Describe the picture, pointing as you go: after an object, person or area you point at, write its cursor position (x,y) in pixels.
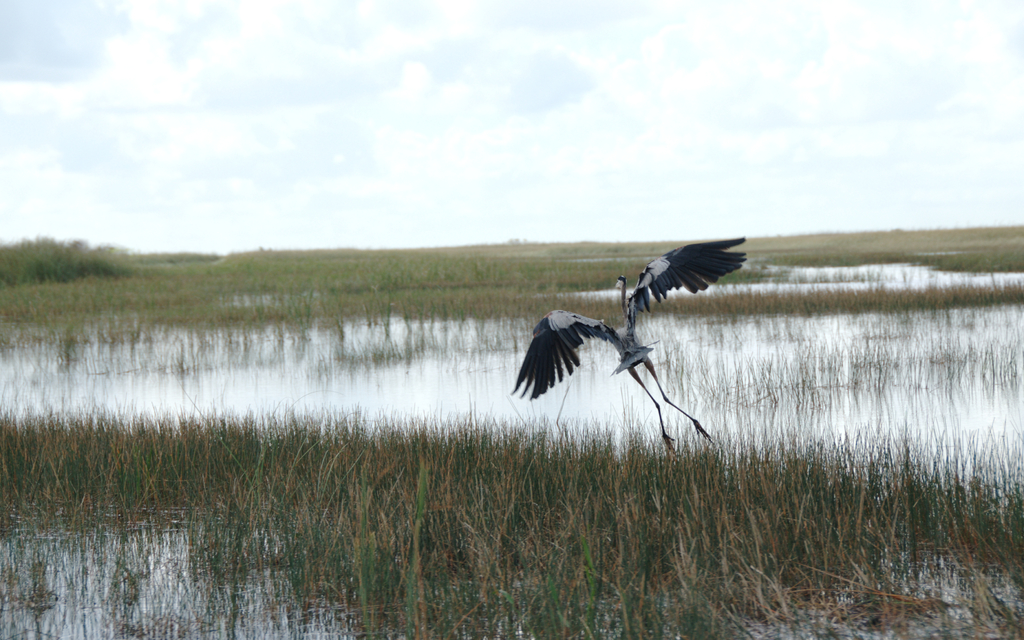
In this picture we can see the grass (369,449), water (445,418) and a bird (575,345) flying in the air. In the background (391,79) we can see the sky (413,110) with clouds (291,161).
